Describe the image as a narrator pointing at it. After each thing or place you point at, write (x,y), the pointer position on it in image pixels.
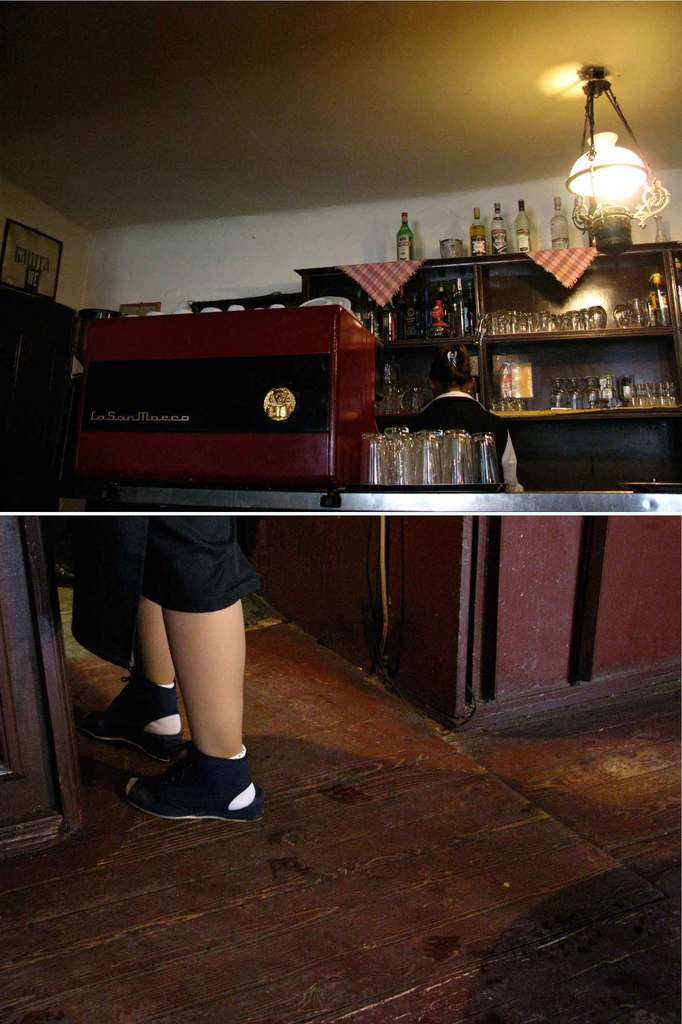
Here this picture is an collage image, in the top (285,315) image we can see a box (281,419) present on the table (347,500) and we can also see glasses (432,431) on the table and we can see a person (442,410) standing over there and in front of him we can see a rack (519,442) present with full of glasses (559,379) and alcohol bottles (394,334) over there and on the roof (549,60) we can see a light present over there and in the bottom (247,778) pic we can see a person's legs (188,628) on the floor (247,702) over there.
